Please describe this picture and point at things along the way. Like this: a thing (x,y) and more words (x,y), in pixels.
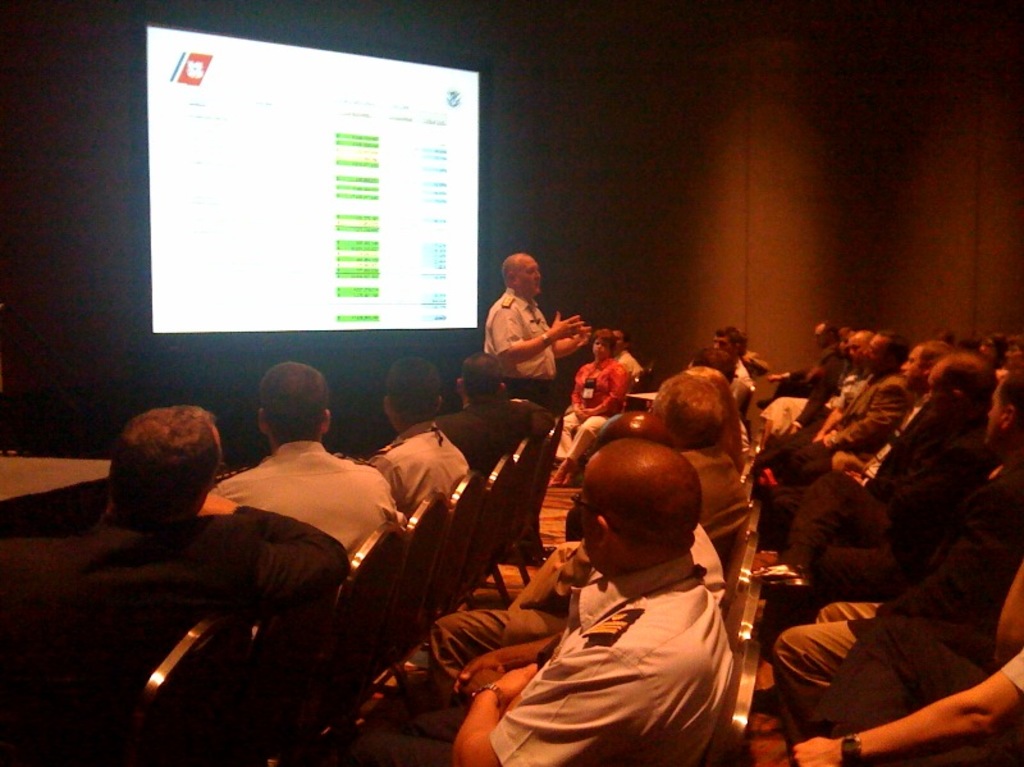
People (403,478) are sitting on chairs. In-front of this screen (370,204) a person (514,310) is standing and looking at these people (607,344).
